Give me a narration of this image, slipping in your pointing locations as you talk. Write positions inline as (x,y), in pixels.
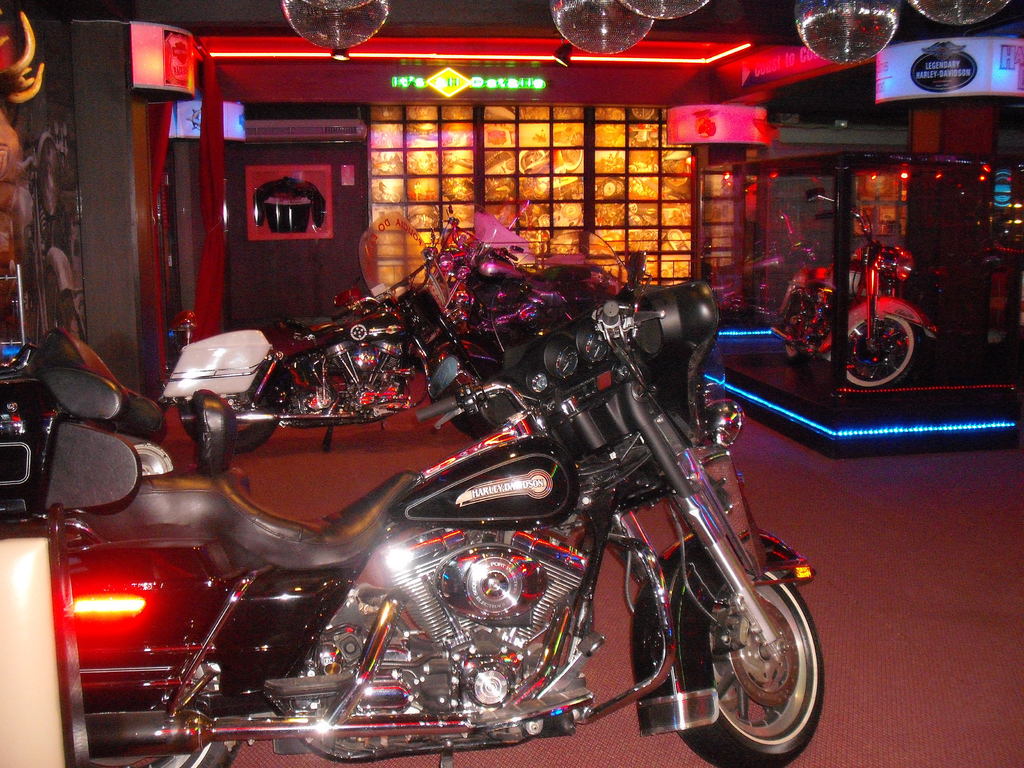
In this picture we can see few motorcycles (513,288), lights (428,53) and hoardings (938,85).
